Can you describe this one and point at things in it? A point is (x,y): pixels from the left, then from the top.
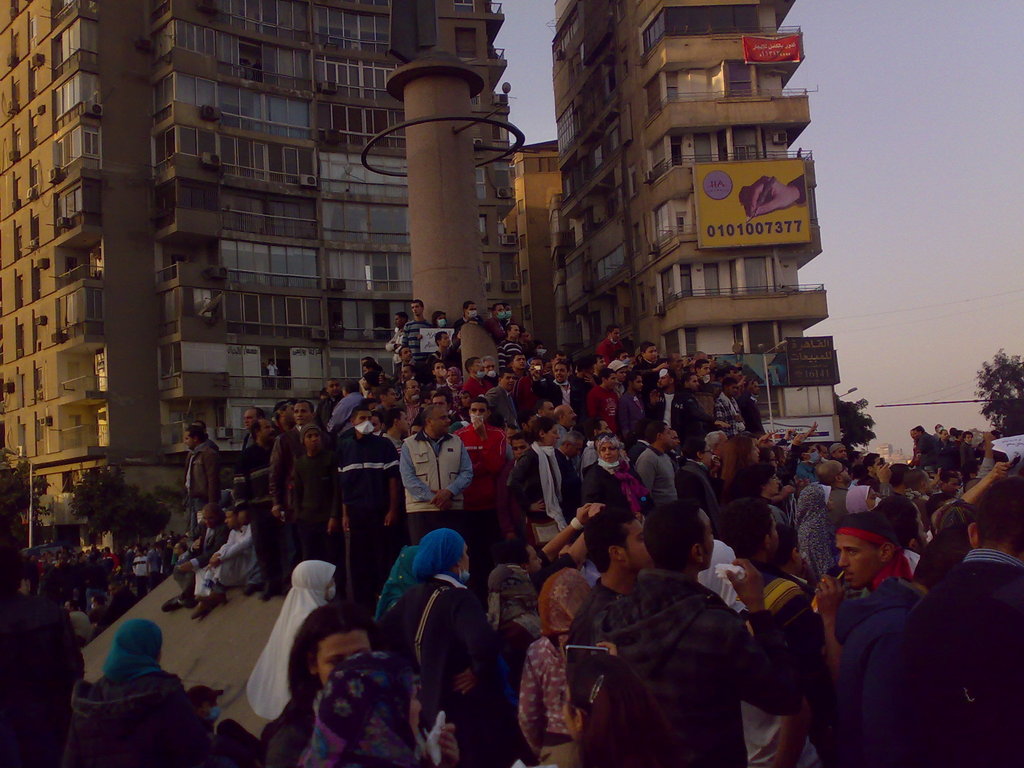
In this image in the center (471,364) there are a group of people (392,460) standing, and some of them are holding somethings and there is a pipe (431,145). And in the background (562,166) there are buildings (678,213), hoardings (716,194), banner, railing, trees (864,419) and wires (946,403). At the top of the image (870,53) there is sky (877,234).
